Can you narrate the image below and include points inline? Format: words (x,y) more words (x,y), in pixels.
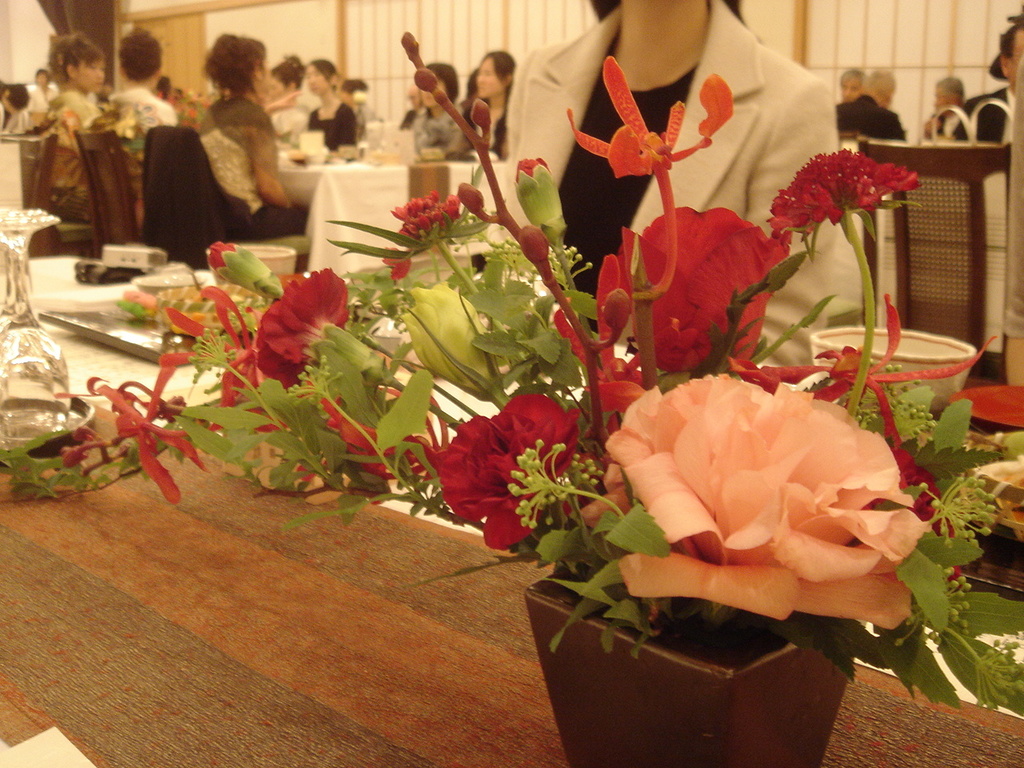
In the foreground of the image (586,452) we can see group of flowers (586,452) and leaves (344,372) placed in a pot (769,675). On the left side of the image (50,391) we can see a group of bowls (151,283) and glass (65,367) placed on the table (389,525). In the background (153,100), we can see a group of people (214,121) sitting on chairs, some objects (361,154) placed on the table (382,191) and the wall (222,22).
